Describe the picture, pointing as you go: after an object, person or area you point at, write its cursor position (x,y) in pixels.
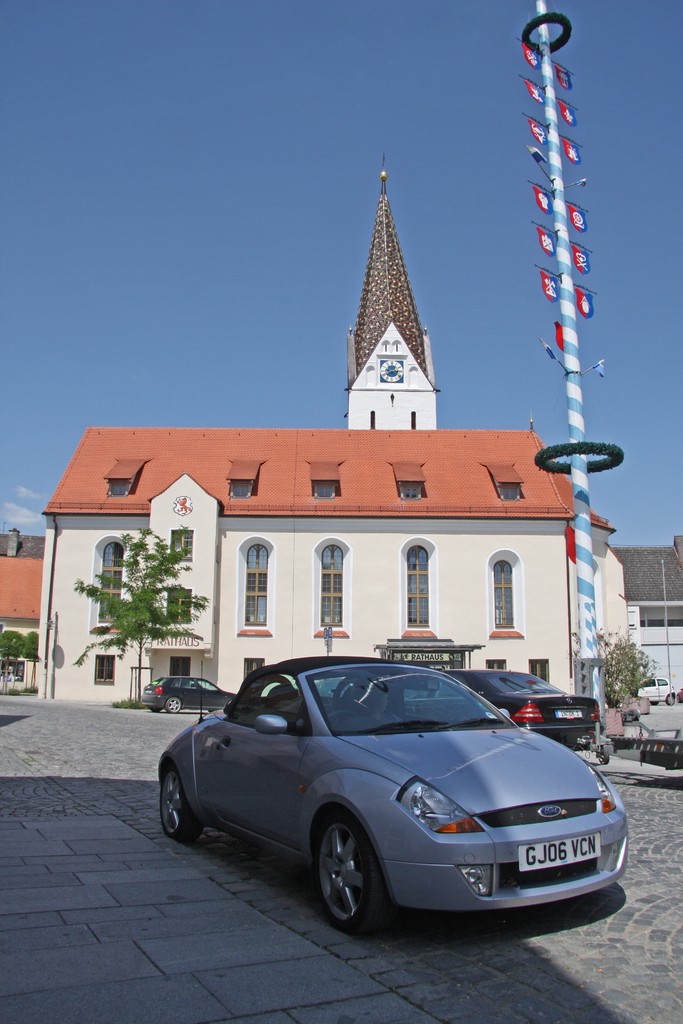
In this picture we can see vehicles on the ground (372,951) and in the background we can see houses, trees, pole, sky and some objects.
